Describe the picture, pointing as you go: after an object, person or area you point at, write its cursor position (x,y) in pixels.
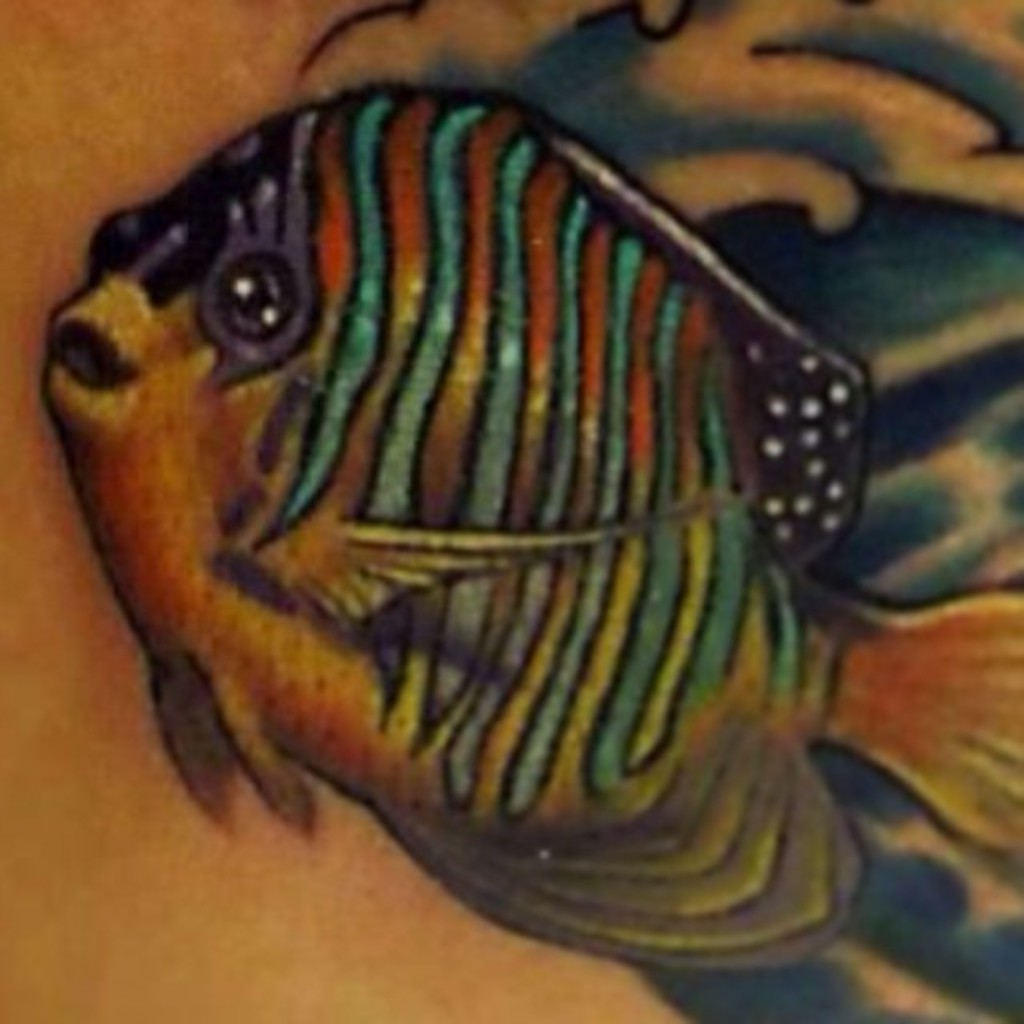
In this image, we can see the art of a fish (541,723) and we can see the background (341,976).
